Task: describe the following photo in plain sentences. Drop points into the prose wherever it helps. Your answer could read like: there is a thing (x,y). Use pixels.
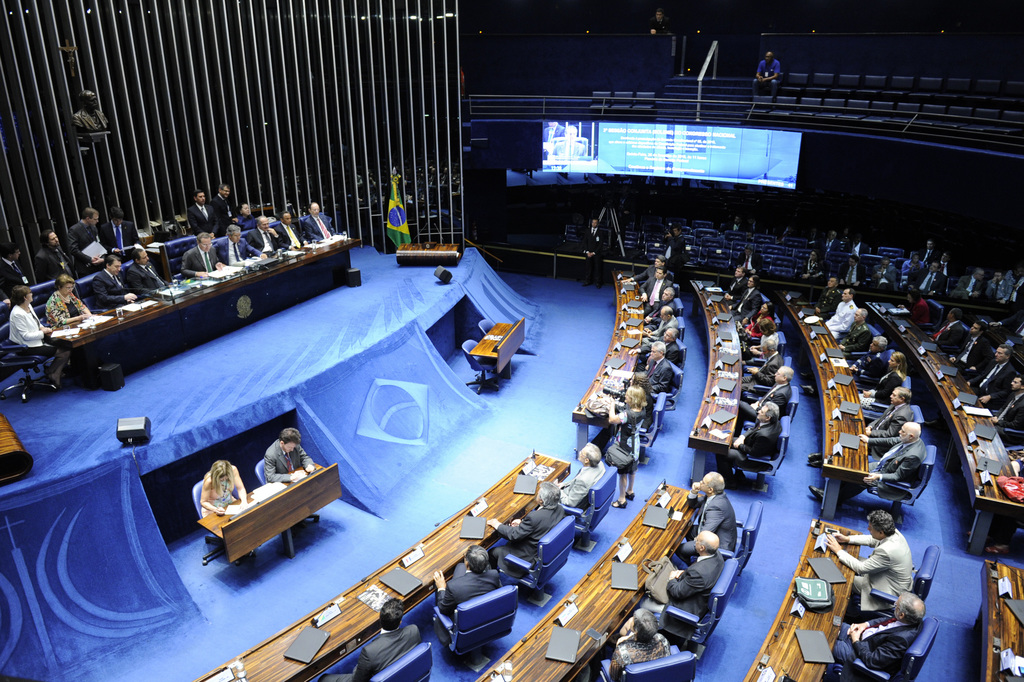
In this image there is a conference hall (693,13), in that hall (509,272) there are people (671,354) sitting on chairs (793,409), in front of them there are tables (518,348), on that tables (713,412) there are laptops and papers (733,352), in the background (271,160) there is a sculpture (88,124) and iron rods (359,69) and chairs (796,109), few people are sitting on chairs (761,107) and there is a screen (720,135).
